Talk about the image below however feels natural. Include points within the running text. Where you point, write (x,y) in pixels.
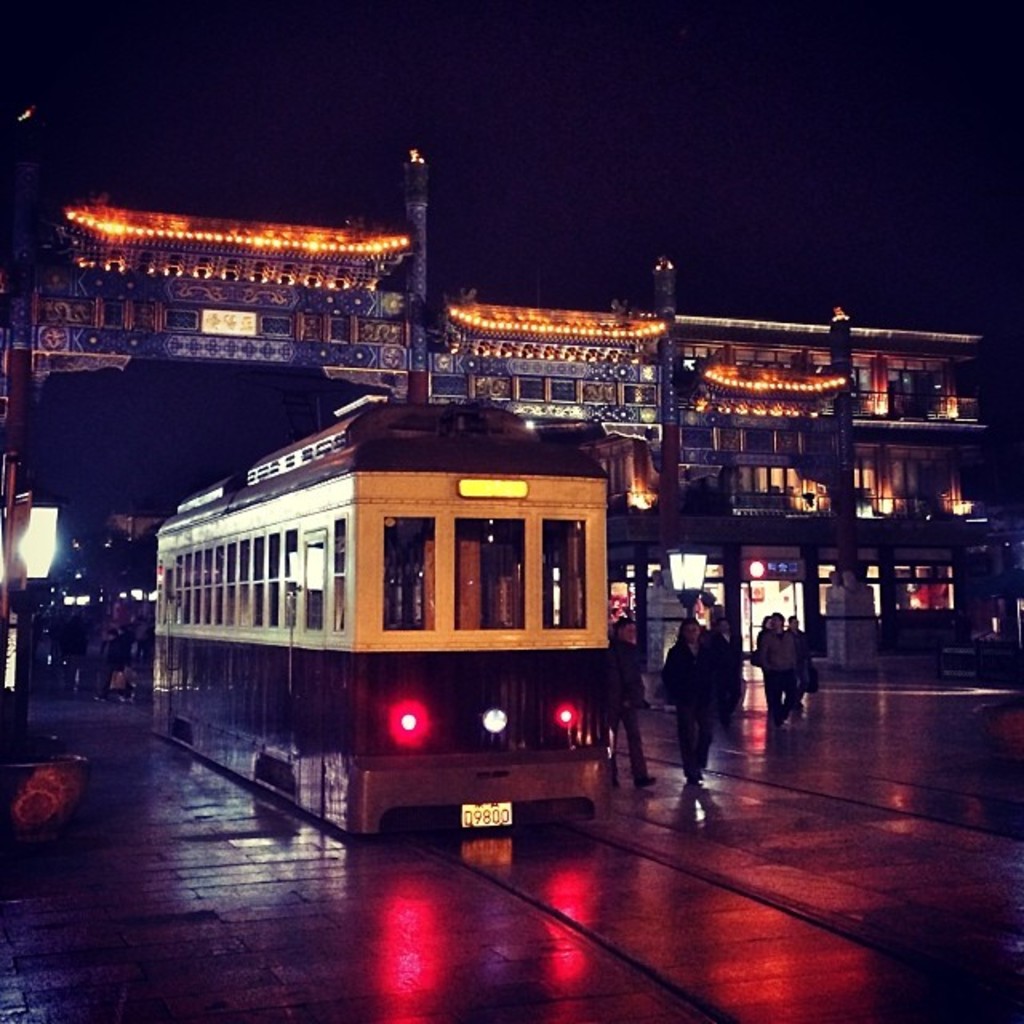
In the center of the image (564,542) there is a tram (476,729). Beside the tram (550,737) there are people (775,727) walking on the road (852,795). In the background of the image (689,395) there are buildings (897,453) and sky (558,24).
